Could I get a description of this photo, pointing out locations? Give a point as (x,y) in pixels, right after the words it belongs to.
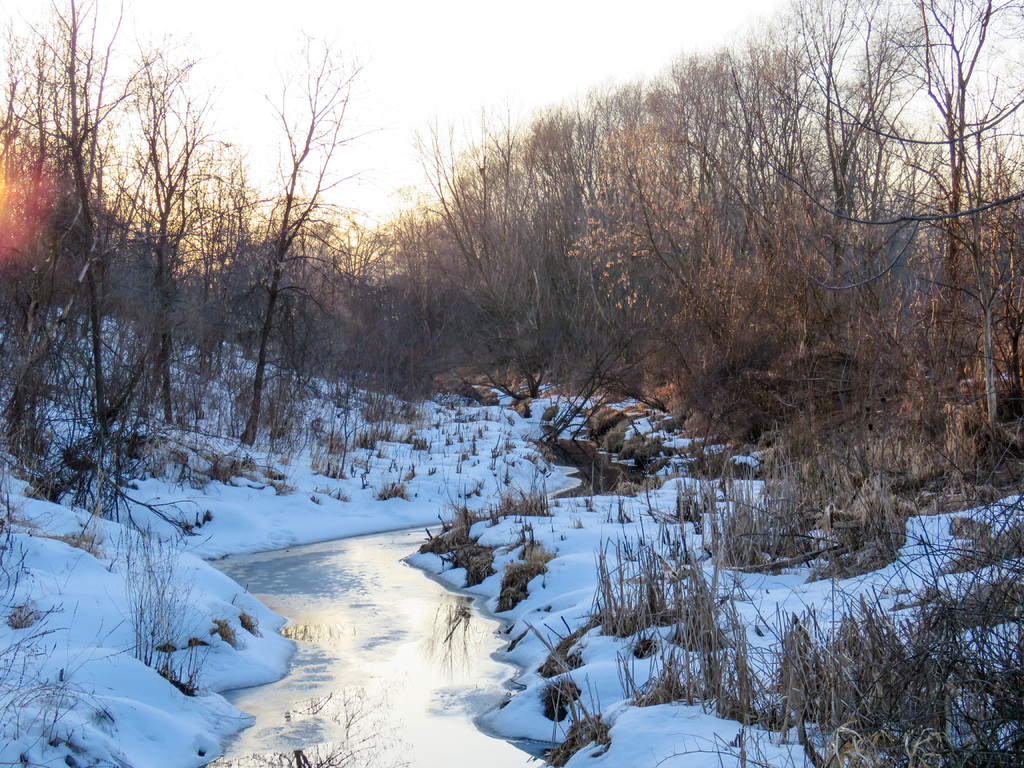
In this picture I can see the water (349,575) in the center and I see the snow (156,562) and I see number of plants (751,511) and trees (56,154). In the background (401,49) I can see the sky (413,106).
